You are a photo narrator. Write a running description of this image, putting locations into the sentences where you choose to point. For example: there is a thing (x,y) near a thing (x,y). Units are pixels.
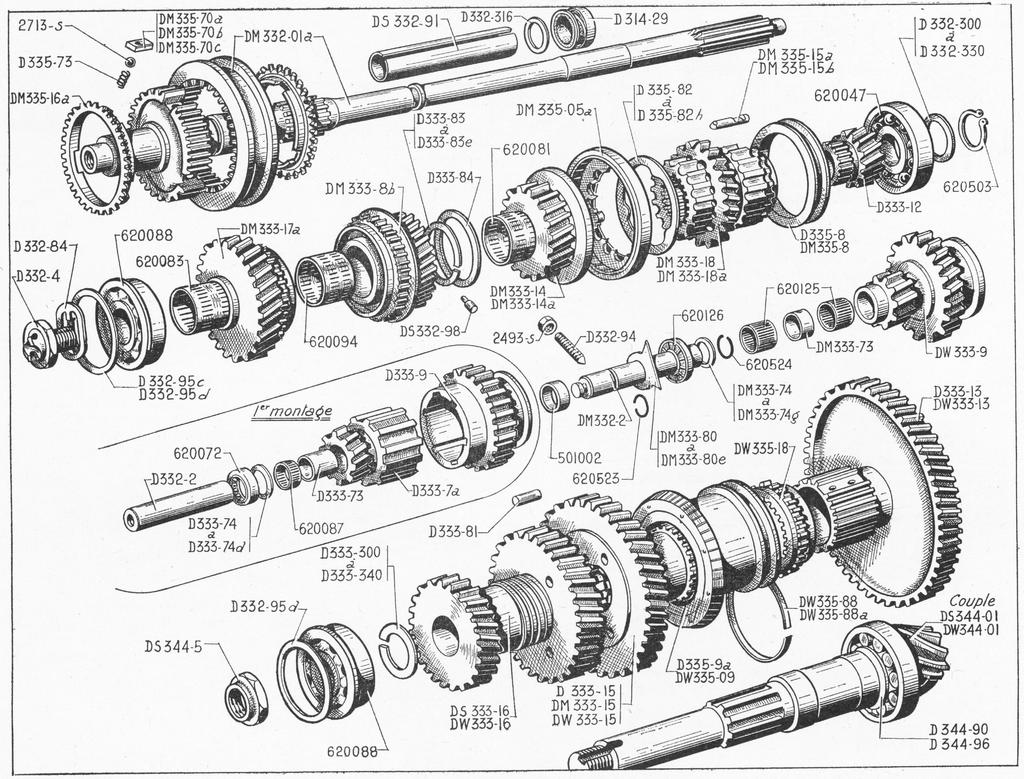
In this image I can see there is a sketch (473,346) of machinery objects (245,361) and there are numbers (255,229) written on the paper (536,283).
